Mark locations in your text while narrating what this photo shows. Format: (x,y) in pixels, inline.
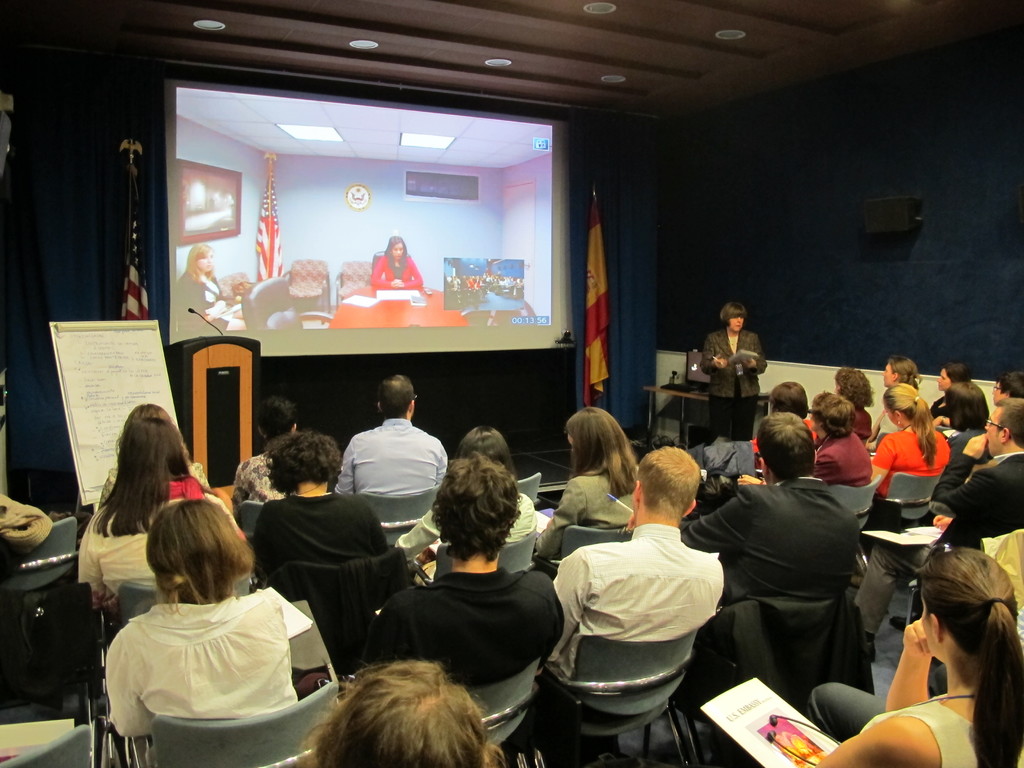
In this image there is a screen (186,269), there is a flag (138,231) on the stage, there is a board (109,372), there is a mike (221,332), one person (722,341) is standing on the stage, there are group of people (674,532) sitting, there is light (497,60), there is a speaker (875,221), there is a table (674,395) on the stage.
